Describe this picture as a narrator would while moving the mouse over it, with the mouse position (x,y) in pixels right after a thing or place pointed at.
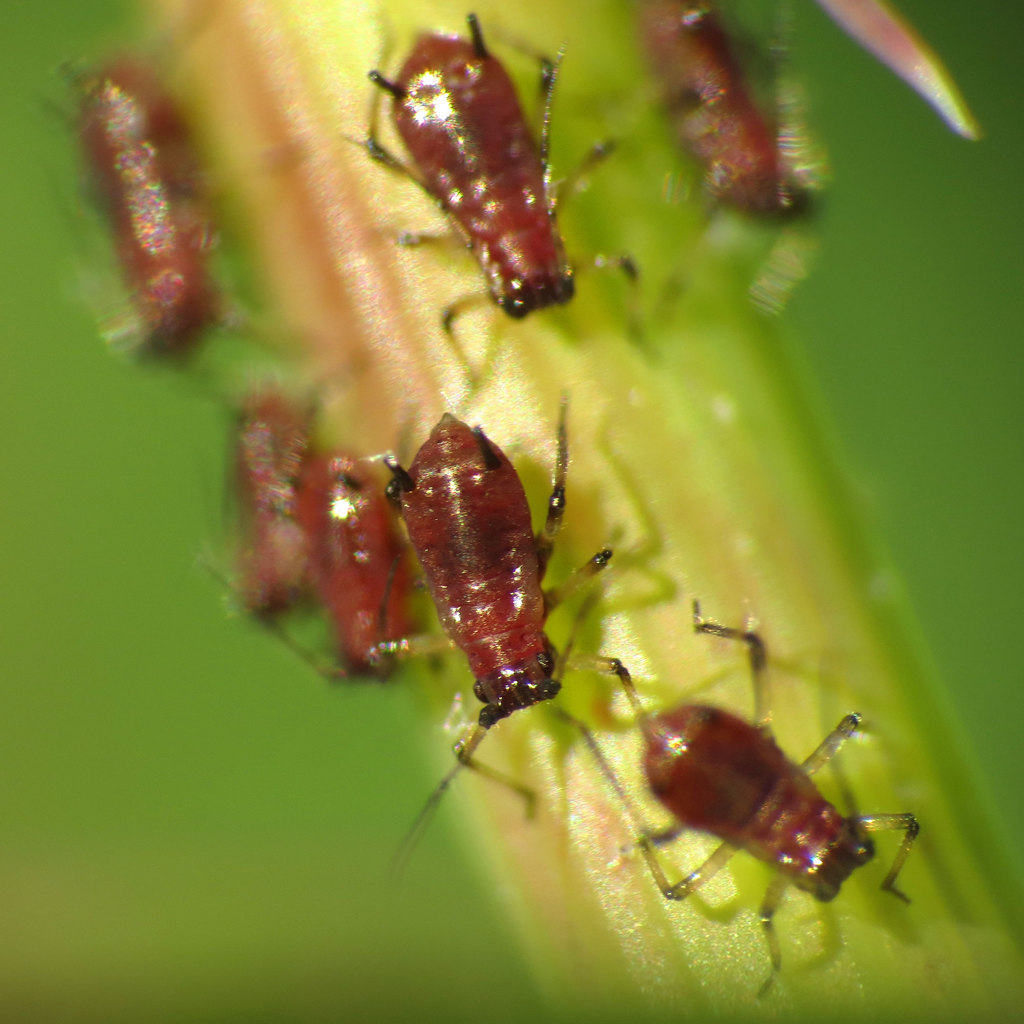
In this image I can see a green colour thing (422,305) and on it I can see few brown colour insects (537,238). I can also see this image is little bit blurry.
